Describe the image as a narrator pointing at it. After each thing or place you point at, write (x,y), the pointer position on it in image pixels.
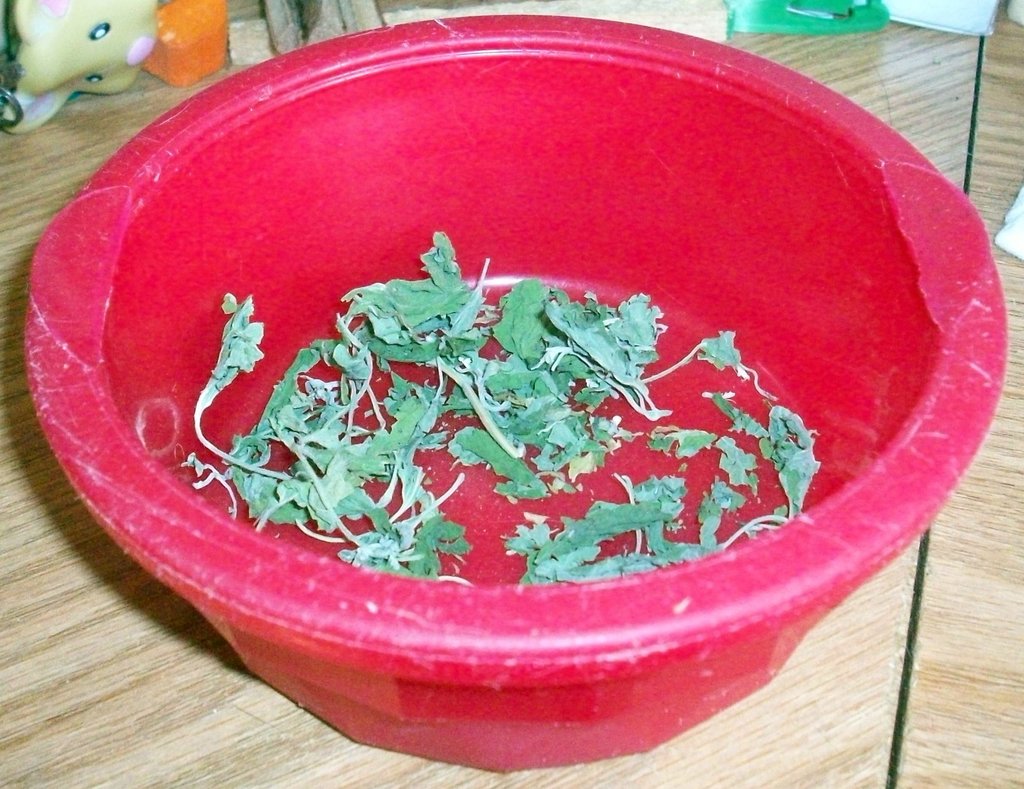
In this image we can see some herbs (274,506) in a bowl (644,283) and a doll (38,105) beside it which are placed on the table (825,646).
